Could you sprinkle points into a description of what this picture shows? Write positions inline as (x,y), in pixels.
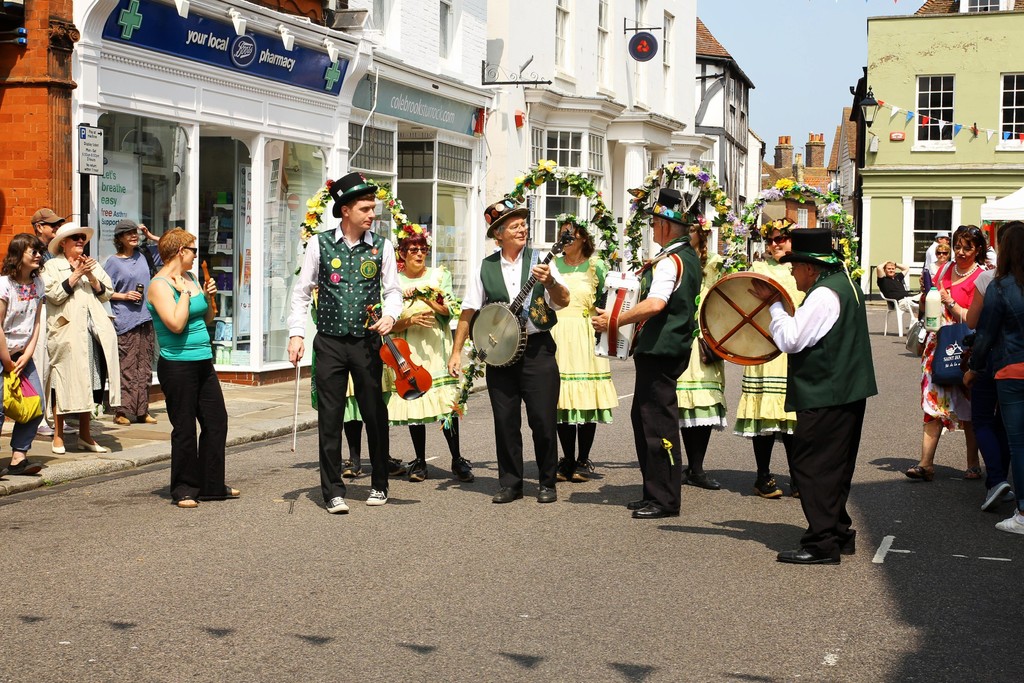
In this image there are a few people (533,314) playing musical instruments (627,331) on the streets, around them there are a few people (952,281) standing, in the background of the image (473,135) there are buildings (640,128) with shops (278,104) and name boards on it.
